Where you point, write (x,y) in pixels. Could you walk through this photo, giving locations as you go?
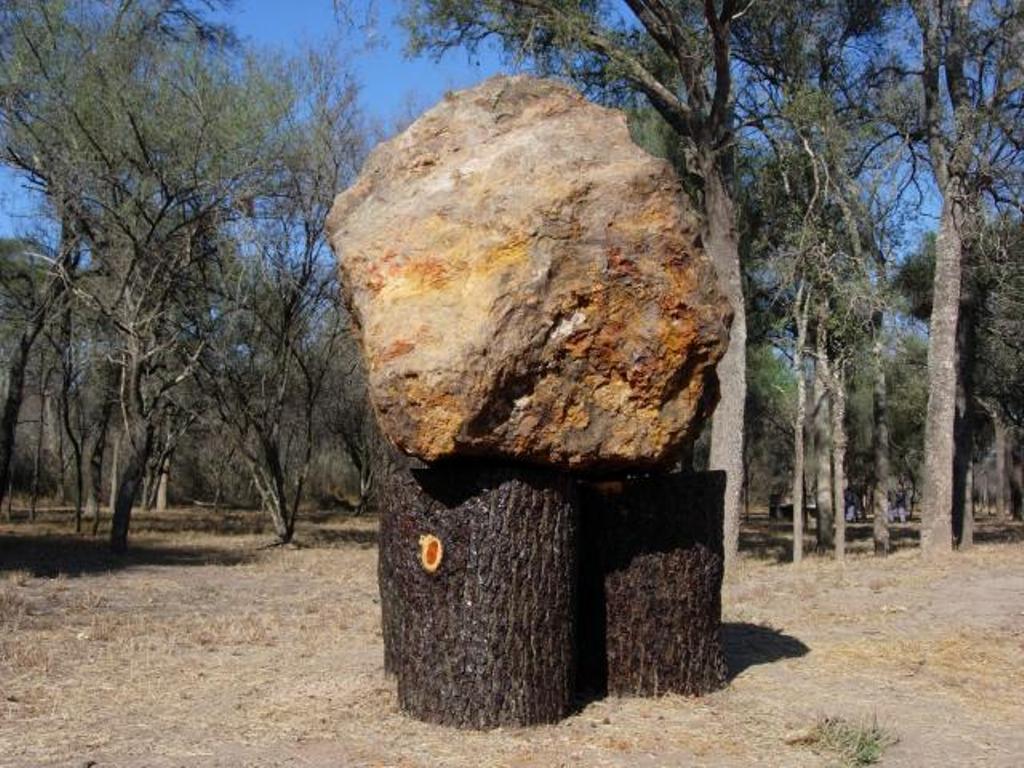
In the center of the image (524,483) we can see wood trunk (560,580) is there. On wood trunk (471,566) a rock (532,248) is present. In the background of the image (191,378) we can see some trees (231,359) are there. At the top of the image (364,65) sky (388,64) is present. At the bottom of the image (283,702) ground (346,705) is there.
